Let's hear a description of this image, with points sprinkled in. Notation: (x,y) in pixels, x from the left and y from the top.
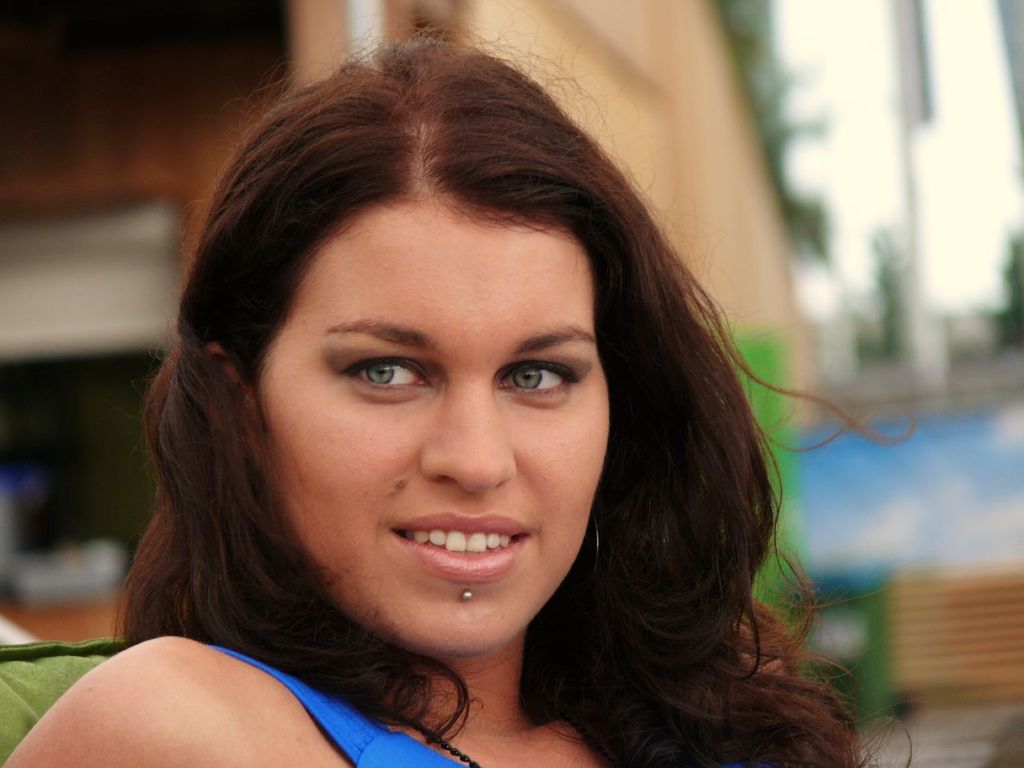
In this picture we can see a woman (625,668), she is smiling and in the background (99,627) we can see a building (746,168), trees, bench (971,616) and it is blurry.
